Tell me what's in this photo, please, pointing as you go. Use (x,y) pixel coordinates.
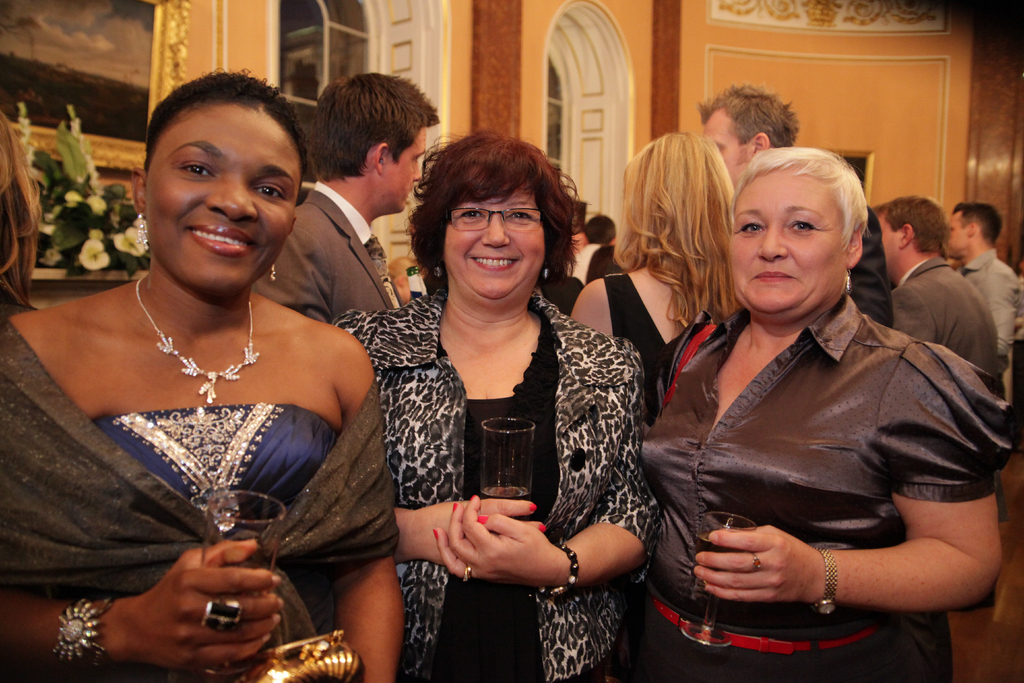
This image is taken indoors. In the middle of the image (471,421) three women (734,481) are standing on the floor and they are holding glasses (491,476) with wine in their hands (483,518) and they are with smiling faces (194,254). In the background (670,277) a few people (1004,342) are standing on the floor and there are a few walls (643,97) with windows (551,123) and a picture frame (149,70) on it and there is a bouquet (89,200).
